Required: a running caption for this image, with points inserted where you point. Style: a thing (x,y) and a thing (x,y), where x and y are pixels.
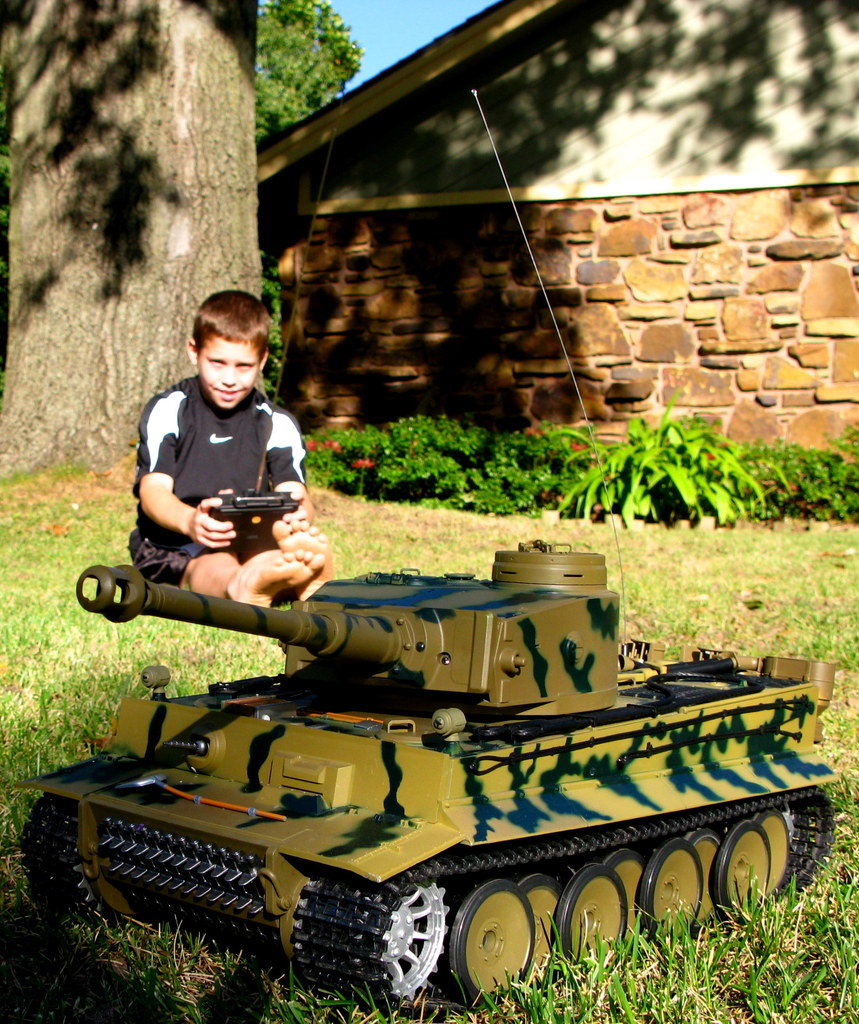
In this image we can see a boy (233,341) is sitting on the grassland (540,1022) and playing with a toy (506,833). Background (562,309) plants (858,461), tree (244,195) and wall (559,219) is present.
